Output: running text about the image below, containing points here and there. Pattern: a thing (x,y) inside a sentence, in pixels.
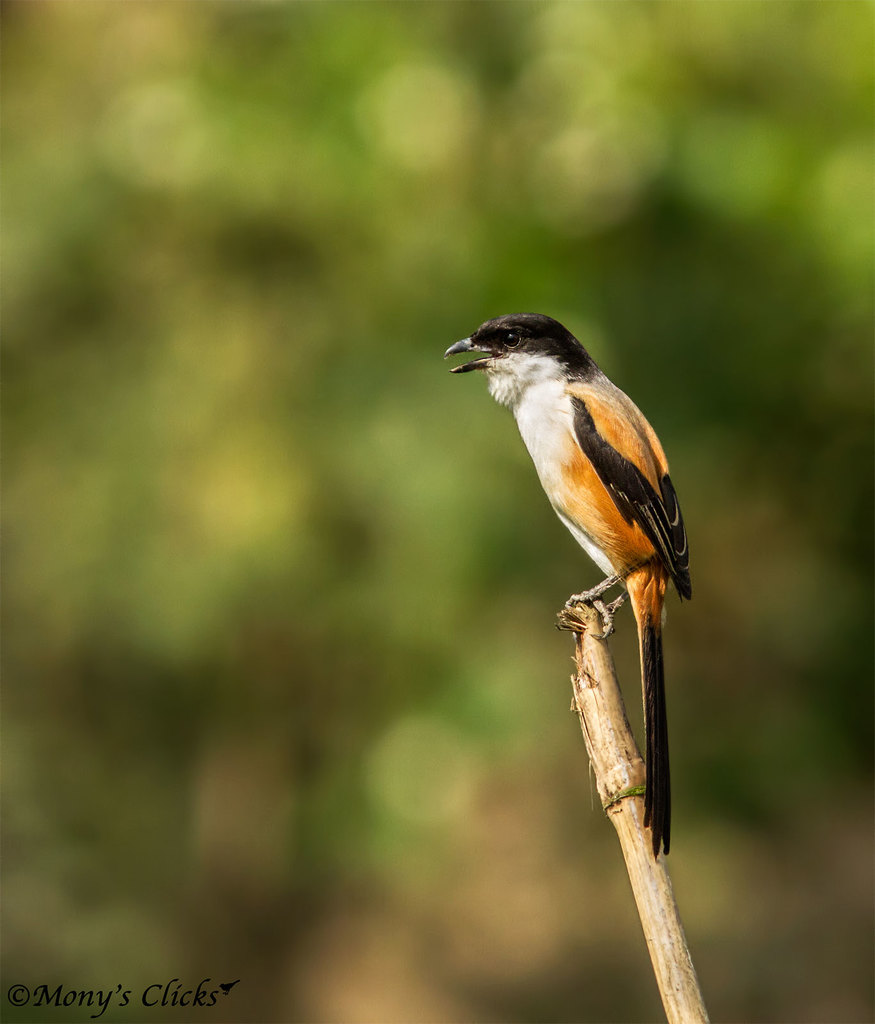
In this image we can see a bird (581,537) standing on a stick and the background (377,465) is blurred, on the bottom left corner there is some text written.
